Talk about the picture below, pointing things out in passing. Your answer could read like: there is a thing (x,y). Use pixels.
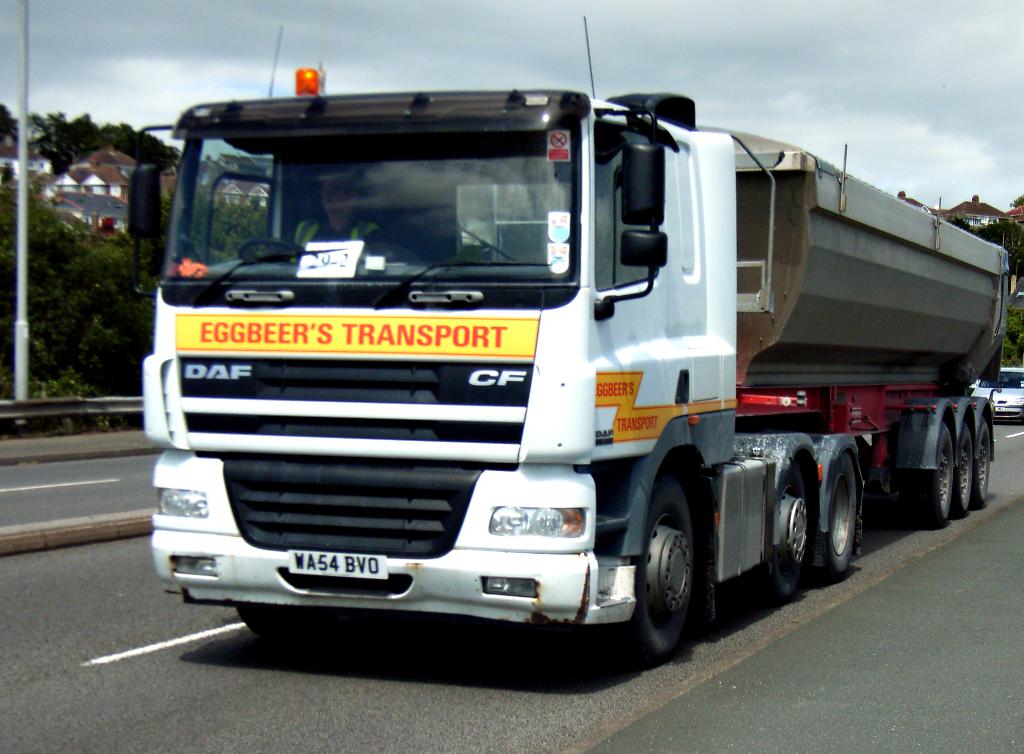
In this image, we can see a truck (398,598) which is moving on the road (1000,429) and at the back of the truck (924,414) we can see a car (991,389). To the right of the truck (205,180) there are some trees (112,266) and there are also some houses (121,173).
